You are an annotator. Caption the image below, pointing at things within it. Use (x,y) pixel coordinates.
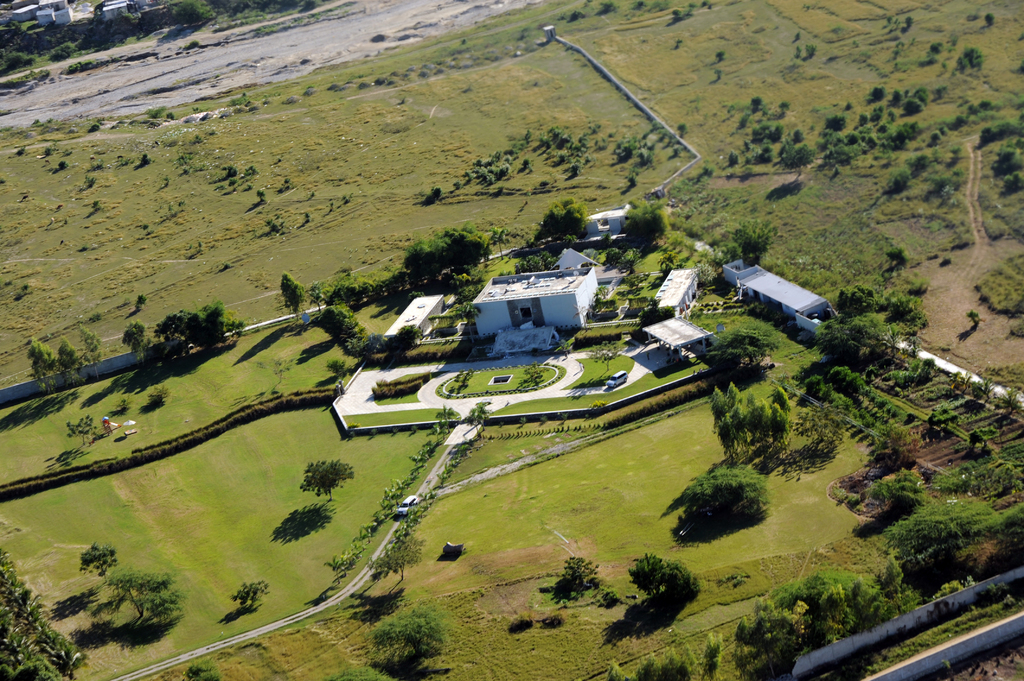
In this image in the front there are plants (761,620) and in the center (518,405) there is grass (499,435) on the ground (542,429) and there are buildings (578,302) and in the background (395,64) there are trees (94,32), buildings (45,13) and there is grass (446,71) on the ground (508,45).
